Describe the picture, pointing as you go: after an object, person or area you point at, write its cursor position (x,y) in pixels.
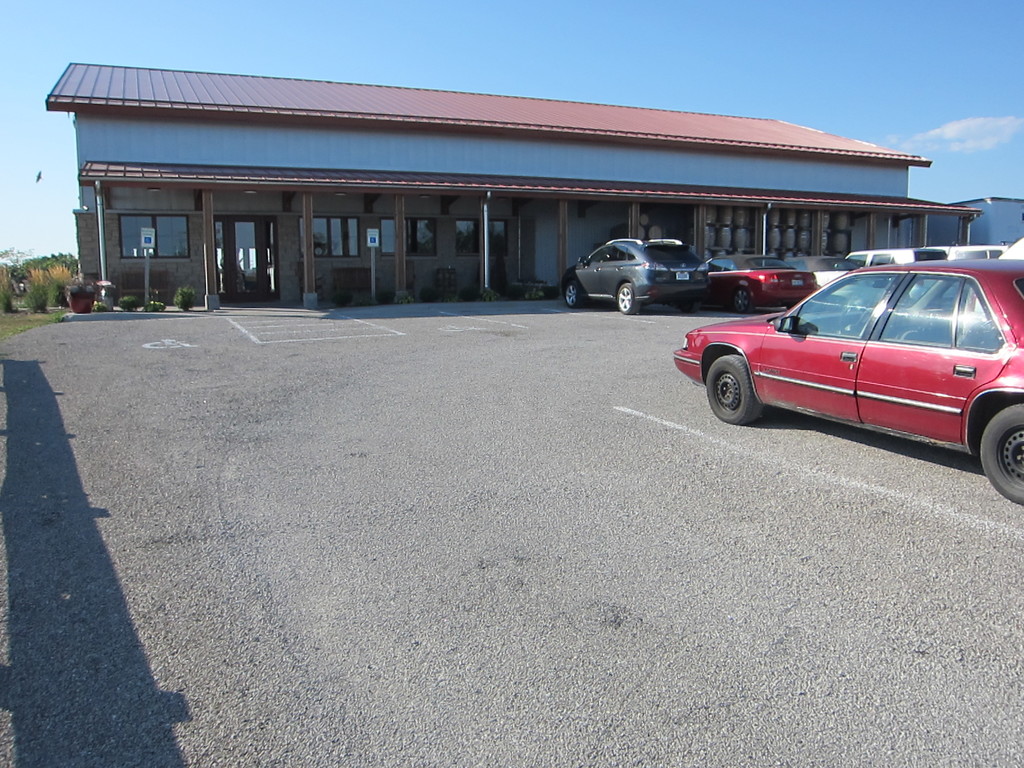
In this image I can see few vehicles (788,372). In front (807,362) the vehicle (798,372) is in red color. In the background (222,248) I can see few plants (34,283) in green color and I can also see the house (398,237) in brown and gray color and the sky (573,33) is in blue color.
